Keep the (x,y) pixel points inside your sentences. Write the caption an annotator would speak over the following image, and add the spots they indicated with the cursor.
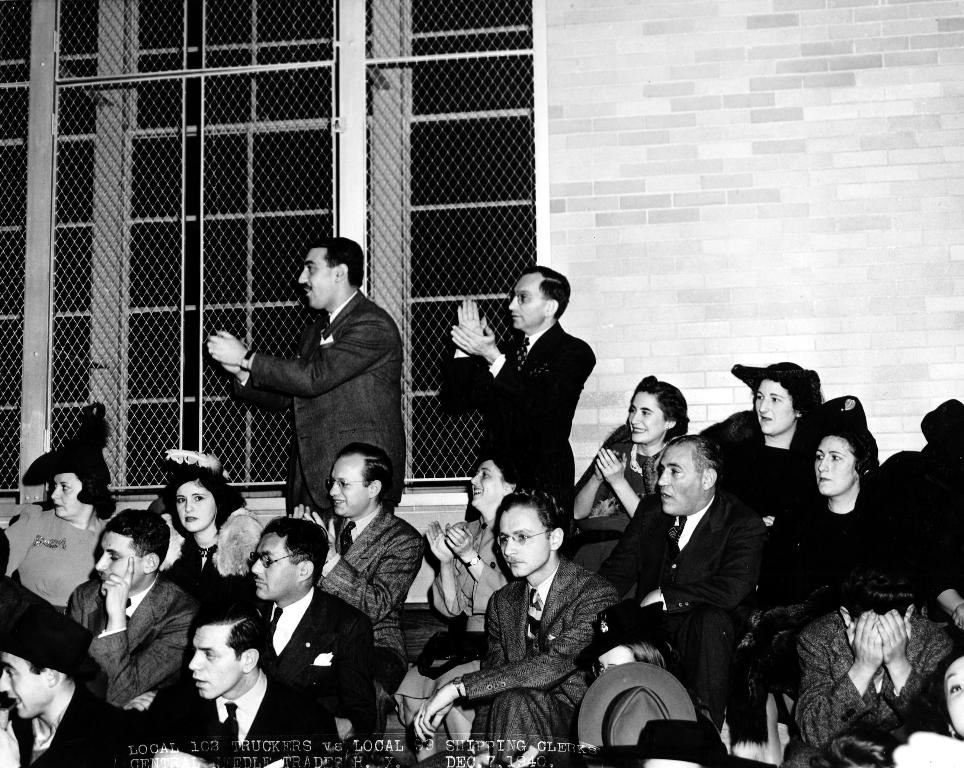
In this image I can see group of people (308,654) sitting and two persons (274,382) standing. There is a wall (794,139) and there are windows (266,107) with mesh (209,145). At the bottom of the image (479,767) there is a watermark (521,762).
